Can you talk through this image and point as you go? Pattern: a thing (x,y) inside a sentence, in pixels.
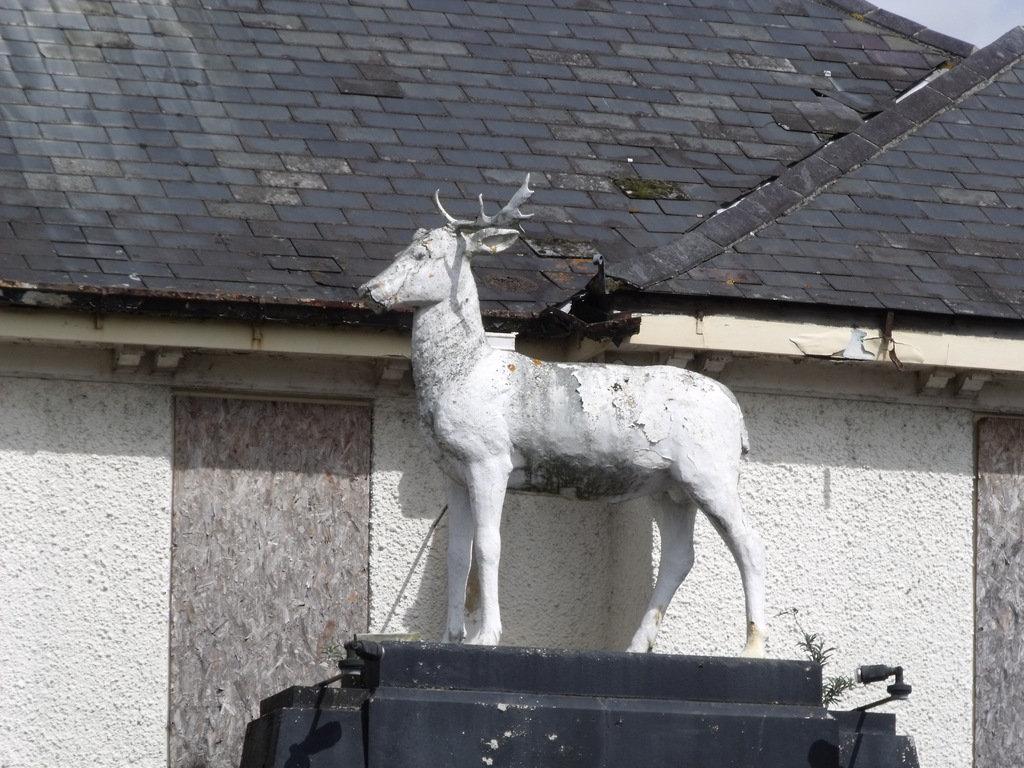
In the center of the image (438,409) there is a sculpture (569,436). In the background (778,321) there are sheds (581,223).
